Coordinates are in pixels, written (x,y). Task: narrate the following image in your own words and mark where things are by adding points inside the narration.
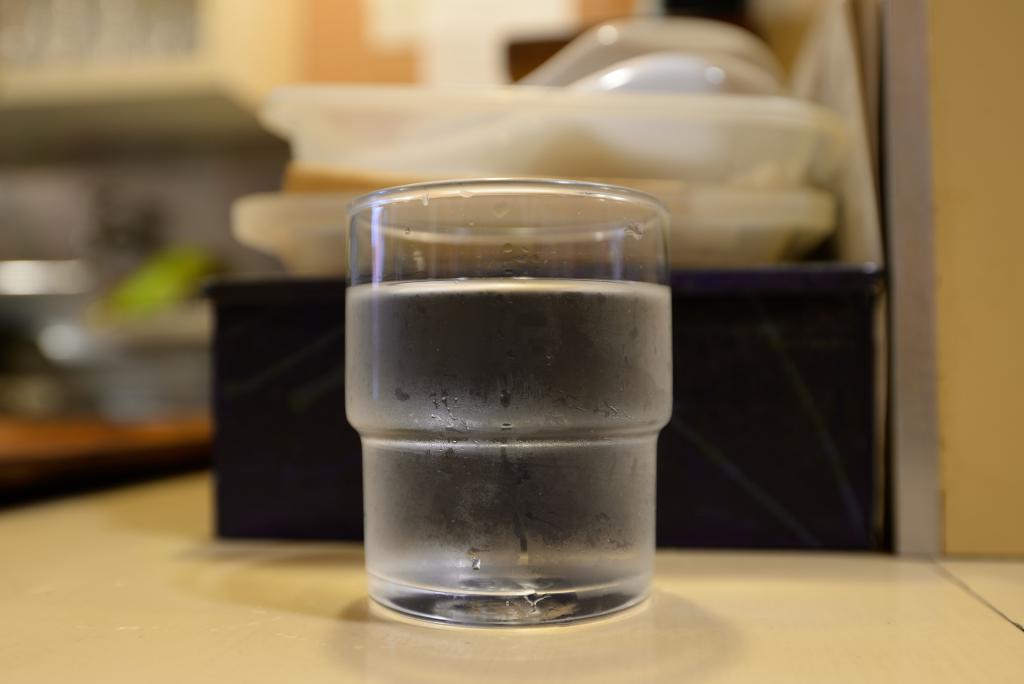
In this picture we can see a glass (486,412) of drink (486,412) in the front (490,401), in the background (723,133) there are some plastic bowls (695,177), there is a blurry background (688,147).
